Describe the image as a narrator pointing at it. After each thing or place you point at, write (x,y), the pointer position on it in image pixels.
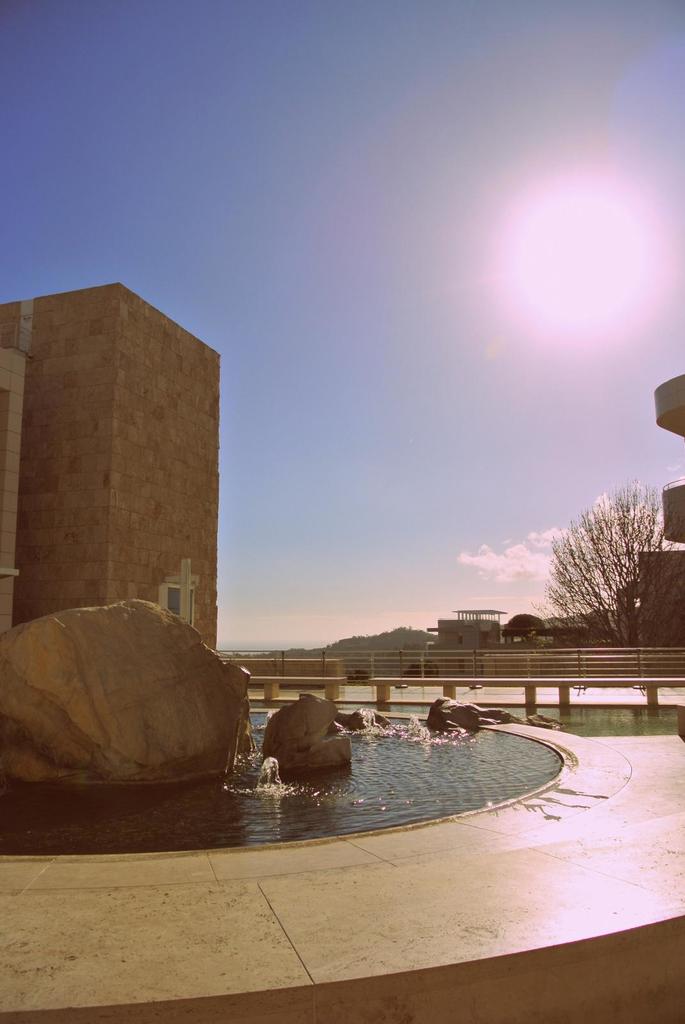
In this image I can see few buildings (666,591), trees (578,612), fencing (651,655), rock (122,737) and water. The sky (325,176) is in blue and white color.
